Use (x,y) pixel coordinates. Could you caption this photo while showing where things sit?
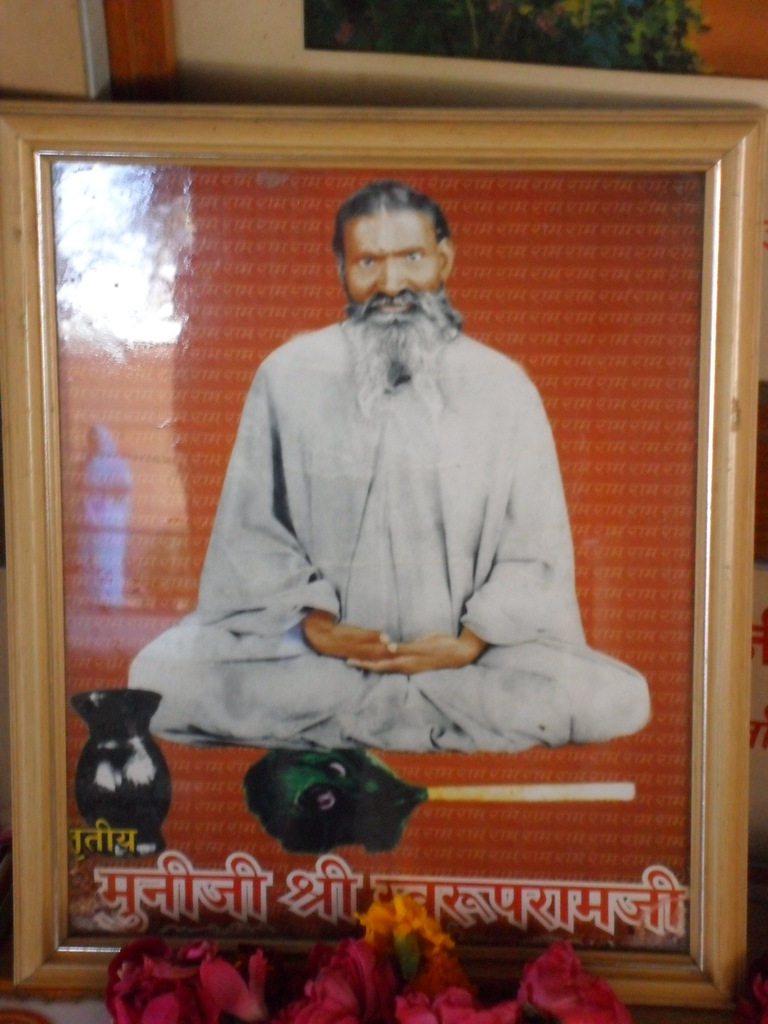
In this image we can see a photo frame (595,462) and flowers (142,947).
